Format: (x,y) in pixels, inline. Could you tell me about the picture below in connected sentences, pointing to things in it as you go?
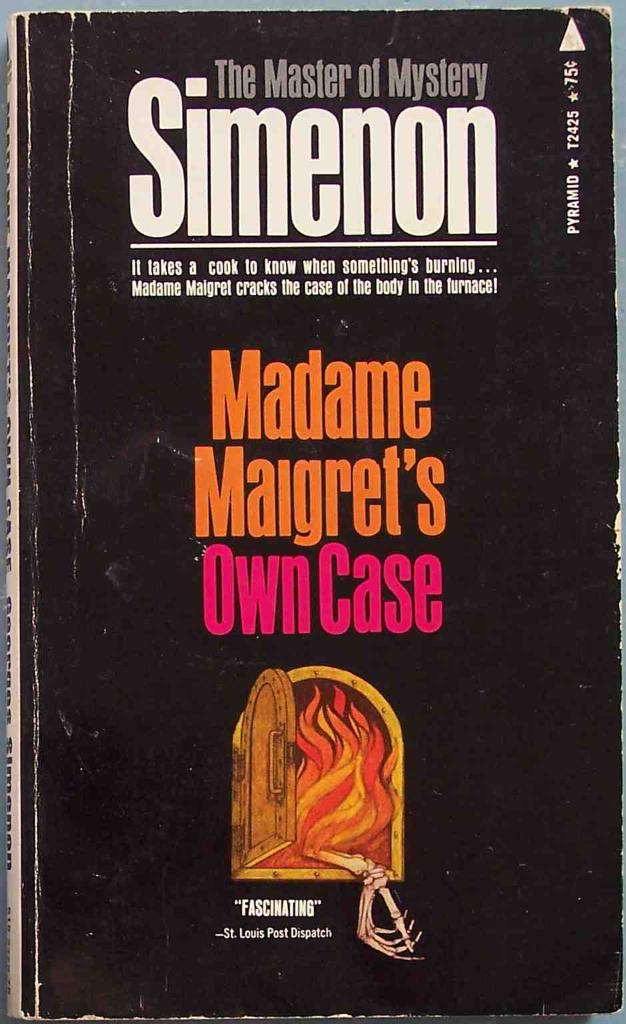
This is a zoomed in picture. In the center (271,552) there is a black color book (618,444) and we can see the text (241,180) is printed on the book (410,90) and we can see a picture (327,804) of a fire (349,798) and a window (268,767) on the cover (490,737) of a book (248,938).
